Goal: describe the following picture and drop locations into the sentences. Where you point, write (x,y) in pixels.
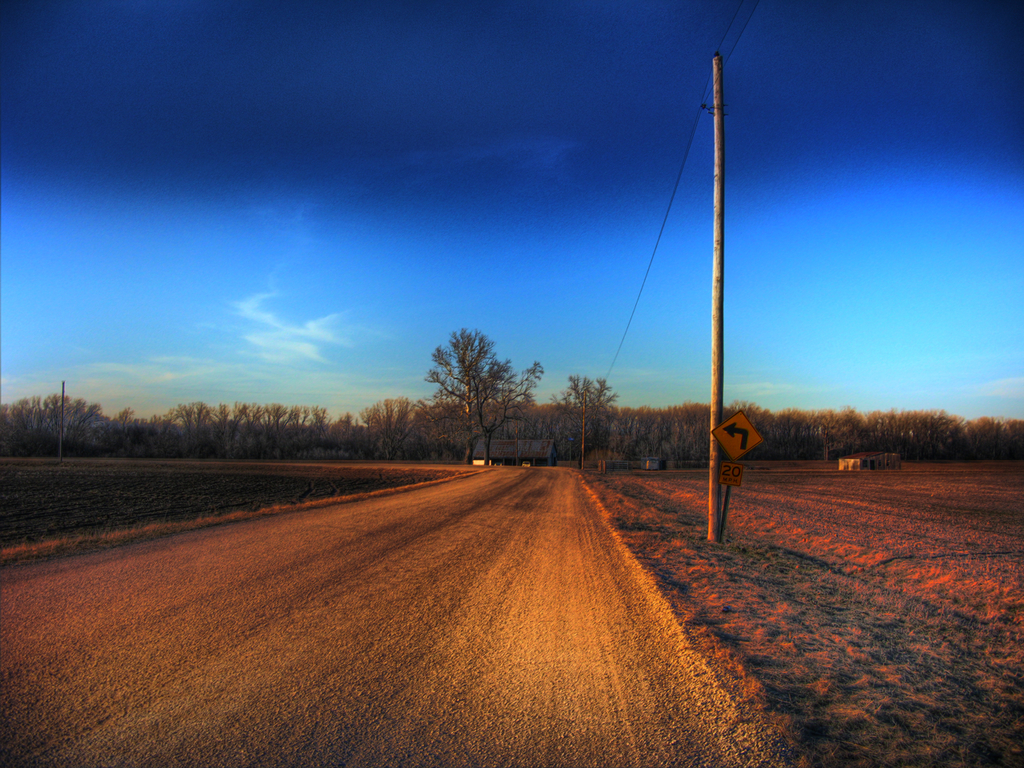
In the picture we can see a muddy road (592,661) on the either sides of the road (571,709) we can see a mud surface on it, we can see a pole (715,467) with wires (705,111) and some direction board (755,444) near it and in the background (844,448) we can see trees (455,450) and a sky (382,318).
